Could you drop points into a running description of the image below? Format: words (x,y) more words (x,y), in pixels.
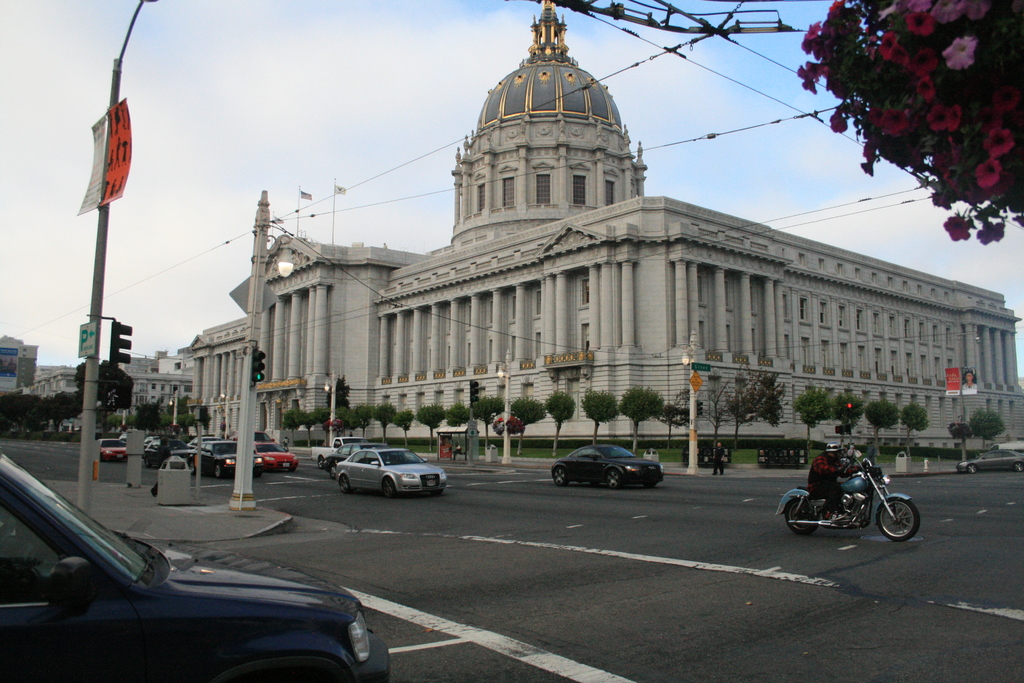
In this image I can see few buildings (540,295), windows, trees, traffic signals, poles (242,406), boards (120,111), flags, light poles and few vehicles (795,519) on the road (757,521). The sky (757,191) is in blue and white color.
